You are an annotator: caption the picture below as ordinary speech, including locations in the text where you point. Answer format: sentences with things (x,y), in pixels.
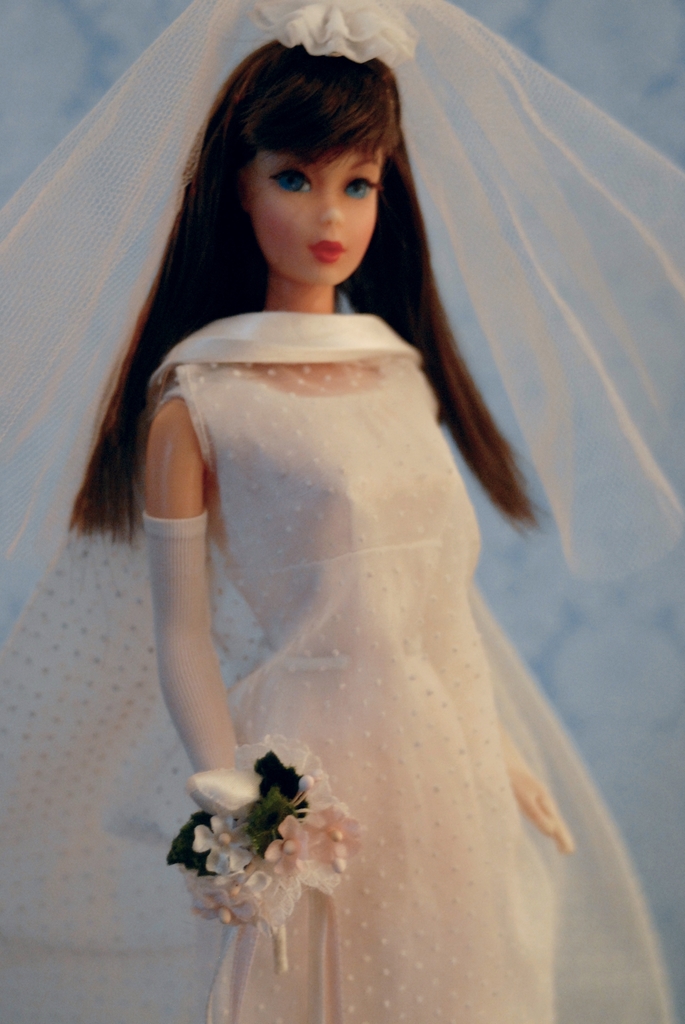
In this picture there is a doll (421,465) who is wearing white dress (470,757) and holding plastic flowers (282,846). On the back (643,17) we can see a wall (583,28).
